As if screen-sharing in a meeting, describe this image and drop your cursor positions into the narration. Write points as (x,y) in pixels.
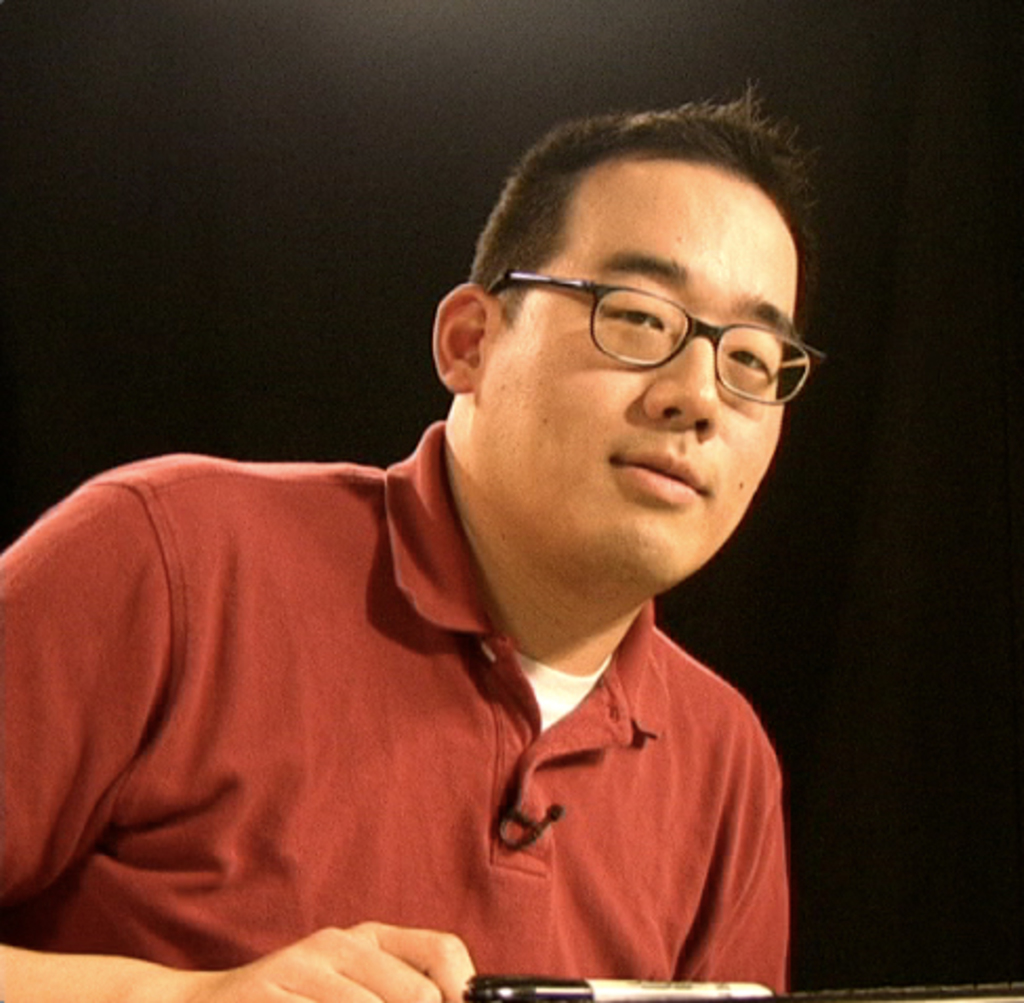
In this picture we can see a man (581,579) who is in red color t shirt (443,804). And he is wearing spectacles (721,376).
